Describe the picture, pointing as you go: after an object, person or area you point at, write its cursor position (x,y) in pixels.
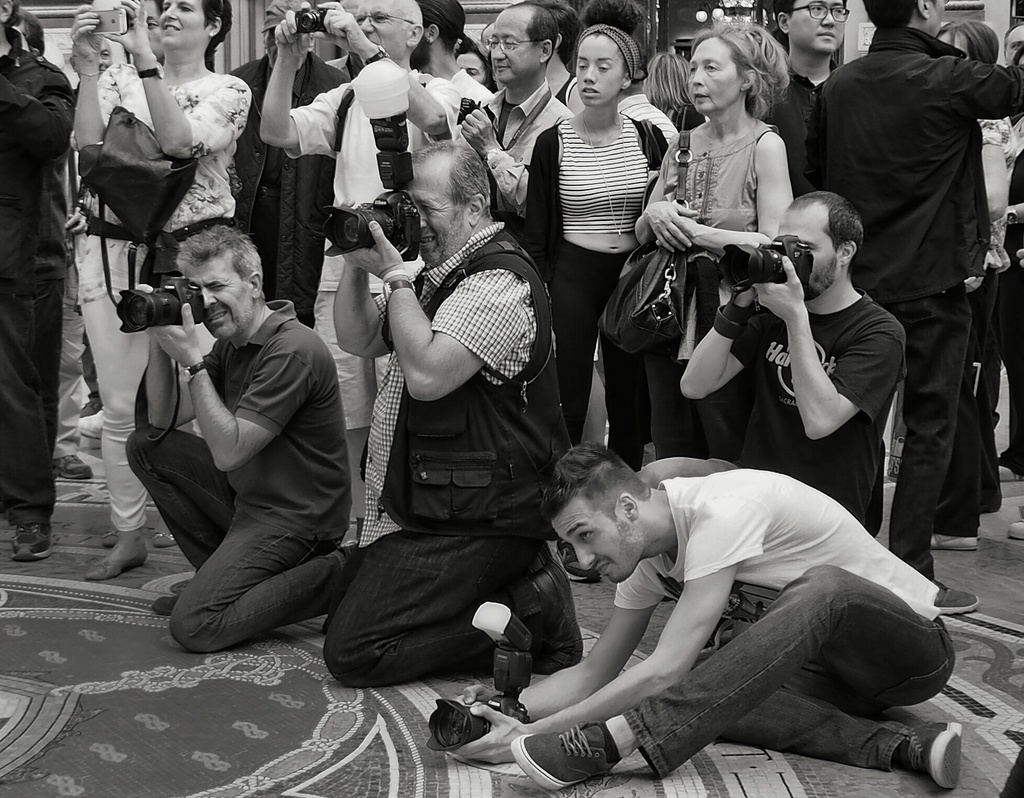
In this picture we can see some people (654,72) standing here, these four persons (583,480) are holding cameras (742,251), this woman (198,234) is carrying a bag (176,173).
